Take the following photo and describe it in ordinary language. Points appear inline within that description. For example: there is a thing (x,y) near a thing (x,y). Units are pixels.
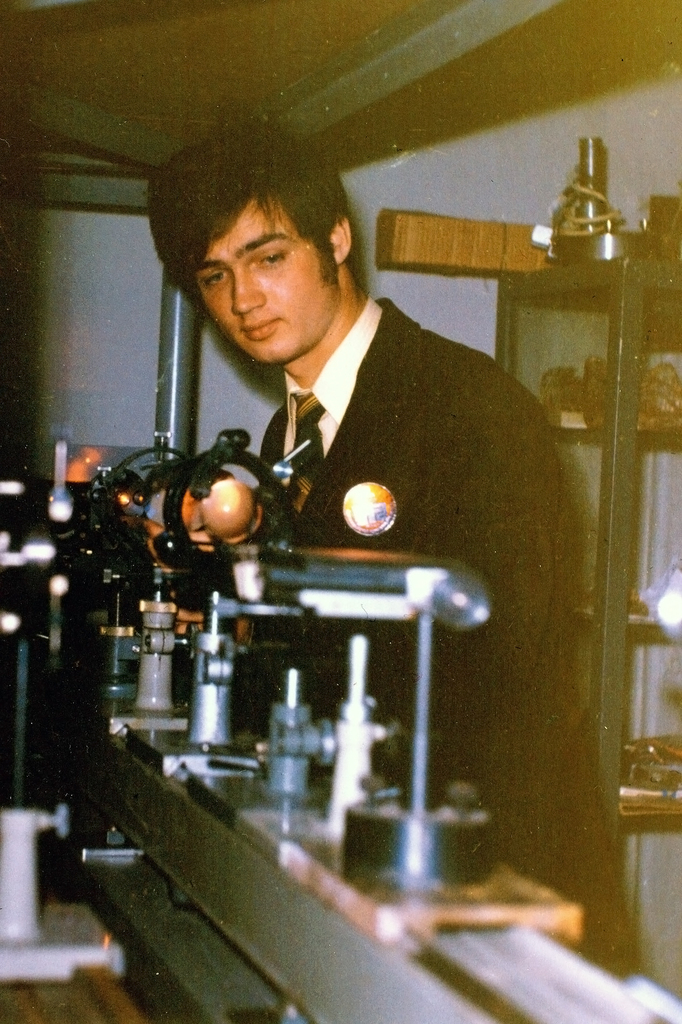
On the right side of the picture (658,393) we can see the objects (639,768) in the racks (658,438) and few objects (540,230) are visible on the top of a cupboard (648,265). In this picture we can see a man (429,500) wearing a shirt (338,395), tie (310,431), blazer (340,440), and a badge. We can see he is standing near to a machine (166,847). We can see a grey pole (174,402).
